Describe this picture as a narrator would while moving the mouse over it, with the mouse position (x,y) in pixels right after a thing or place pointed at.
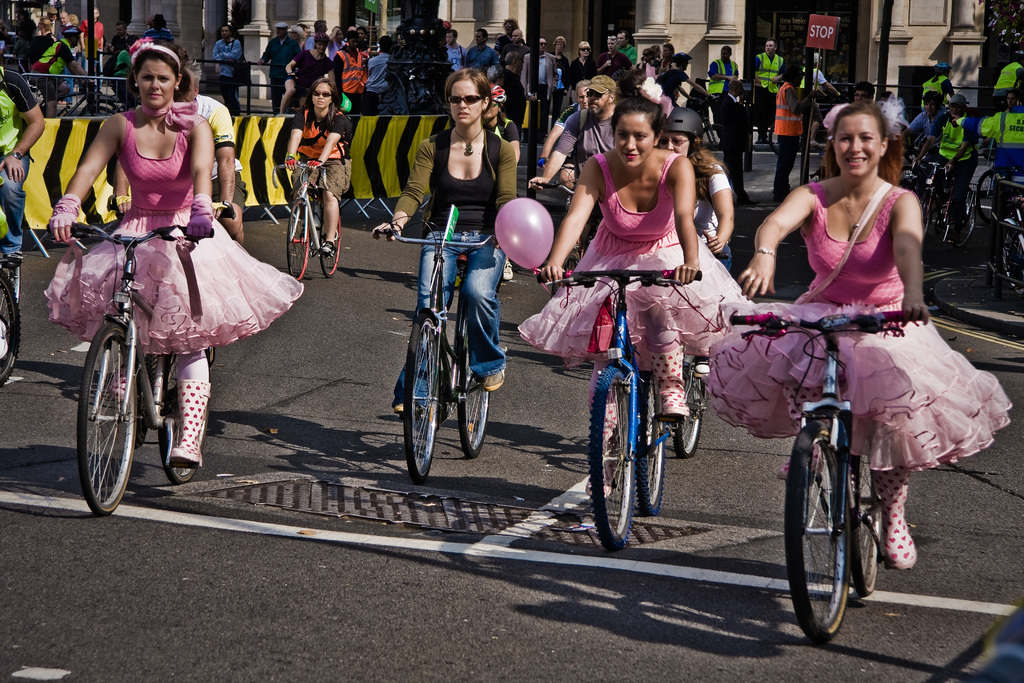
In the center (669,399) we can see few group of persons (569,162) were riding the bicycle (648,383). In the front (711,365) we can see three women (248,277) were wearing pink frocks (676,317). In the background (672,48) there is a building (709,19), sign board (824,40), pole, vehicles (947,203), tree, wall (704,56) and group of persons (489,74) were standing.
